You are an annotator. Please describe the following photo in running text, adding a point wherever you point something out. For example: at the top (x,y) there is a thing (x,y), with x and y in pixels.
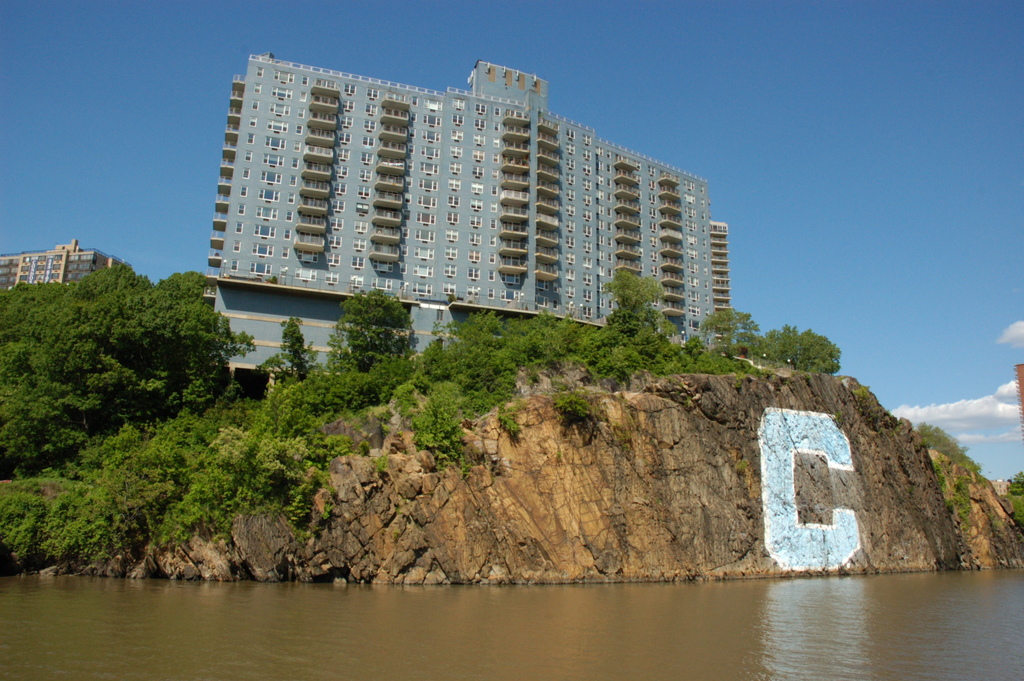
This image is taken outdoors. At the bottom of the image (202,625) there is a pond (186,631) with water (663,645). At the top of the image (885,222) there is a sky (58,203) with clouds (1004,427). In the middle of the image (610,419) there is a hill (559,510) and there are many trees (63,374) and plants (185,449) on the hill (976,522) and there are two buildings (70,263) with walls (304,310), windows (429,239), balconies (399,233), railings (318,185), doors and roofs (480,96).
